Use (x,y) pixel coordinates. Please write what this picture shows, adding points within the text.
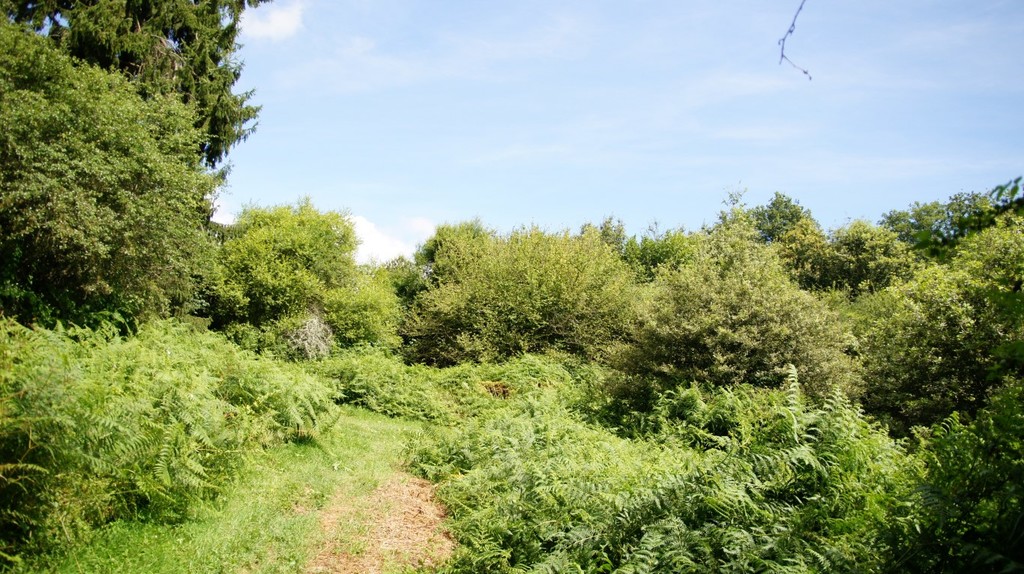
In this image there are plants (250,397), trees (527,287) and grass (325,478) on the ground (422,514). In the center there is the path (372,524). At the top (516,104) there is the sky (648,95).
